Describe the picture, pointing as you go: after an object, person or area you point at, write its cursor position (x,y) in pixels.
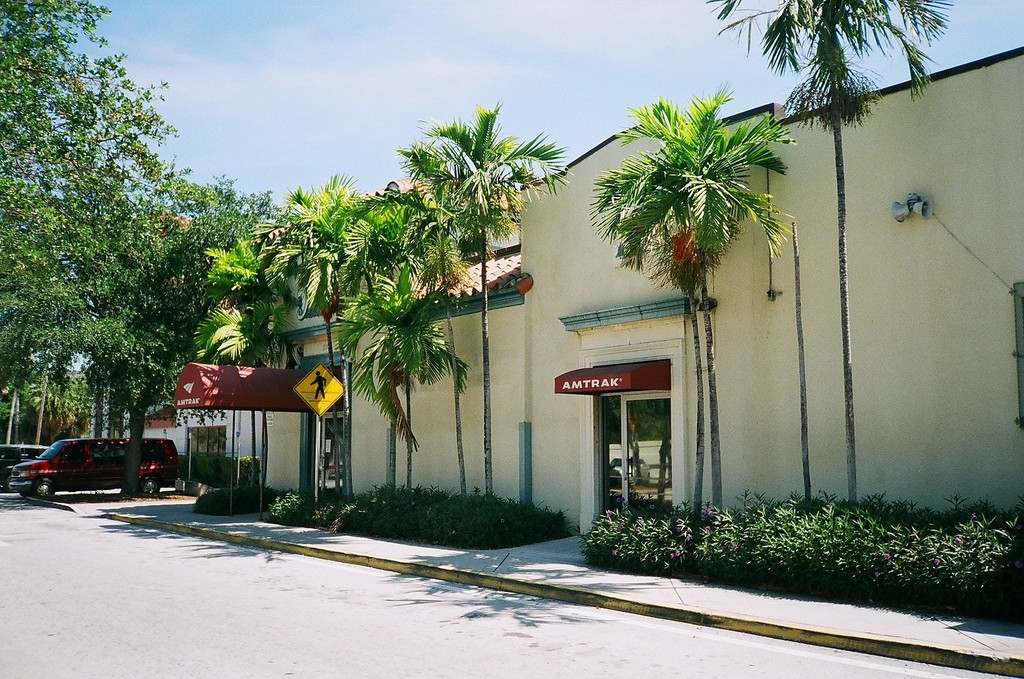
In this picture we can see the white building (673,458) in the front (665,421) with glass door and some coconut trees (383,332). In the background (111,489) we can see red car (80,470) is parked and some trees (123,269). In the front (534,659) bottom side there is a road (168,601).
